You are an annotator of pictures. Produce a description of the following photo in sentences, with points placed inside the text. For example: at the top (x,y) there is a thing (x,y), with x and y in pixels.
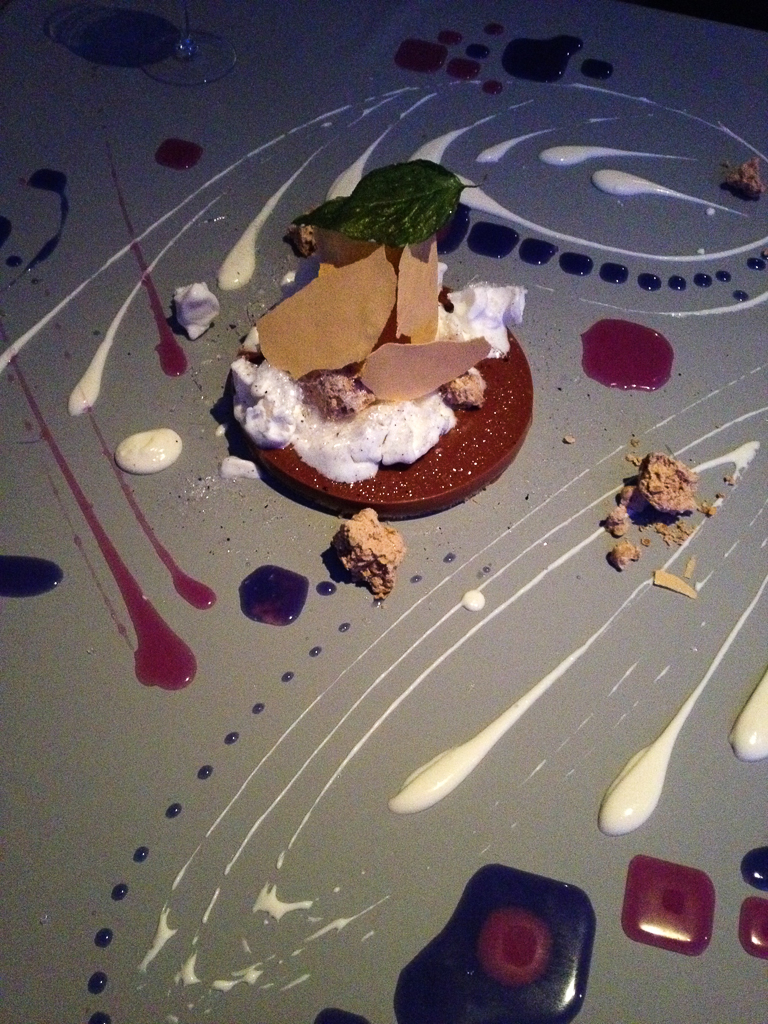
In the center of the image (309,573) there is a platform (175,704). On the platform (402,596), we can see one glass object (192,50), one leaf (408,206) and some food items (478,442).
